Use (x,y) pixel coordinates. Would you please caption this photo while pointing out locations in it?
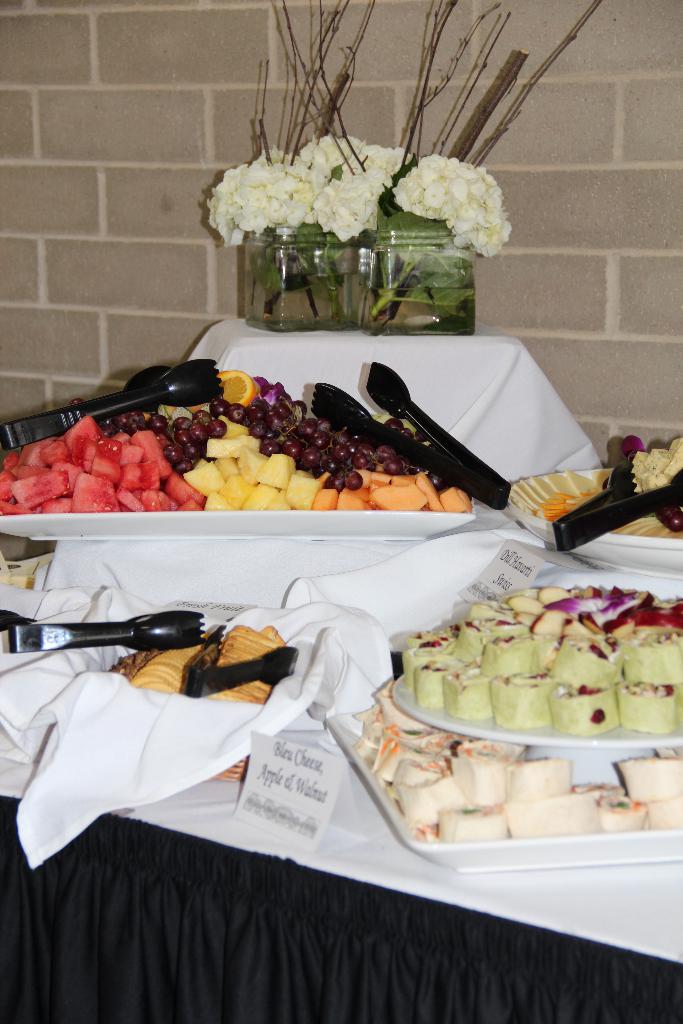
This picture contains a table (347,799) which is covered with white and black color cloth (308,589). On the table (162,562), we see the plate (630,732) containing wraps (476,663) and a tray (280,537) containing fruits (381,478) and a name board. We even see flower vases (346,284) are placed on that table (496,399). Behind that, we see a wall (544,350) which is made up of bricks (162,187).
